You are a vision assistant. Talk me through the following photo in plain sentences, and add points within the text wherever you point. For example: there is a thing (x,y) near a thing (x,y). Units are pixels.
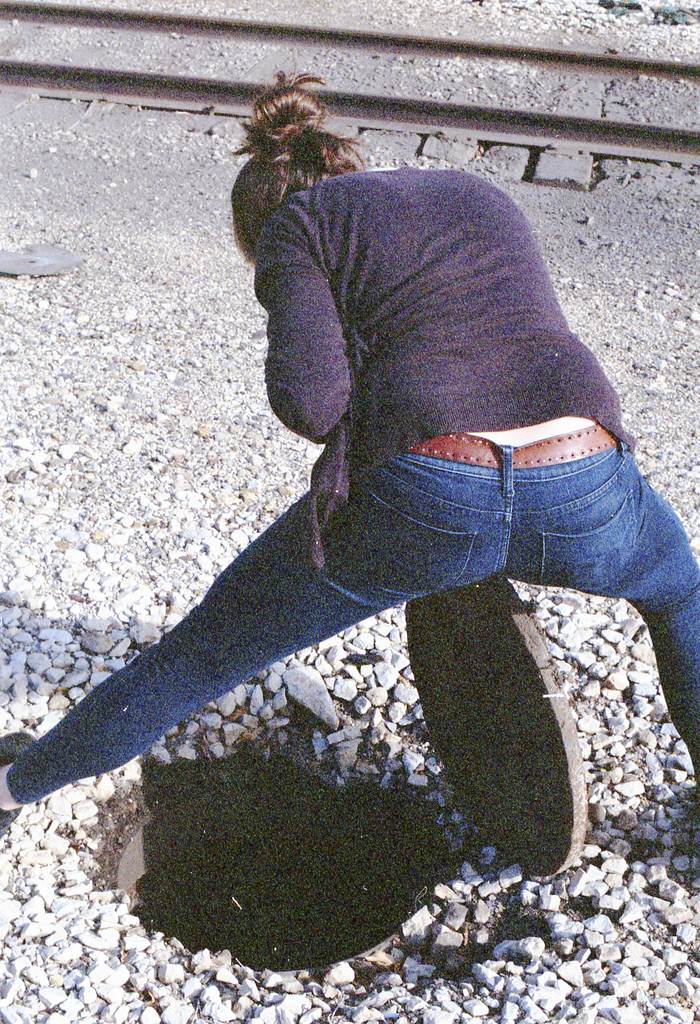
The woman (488,378) in the middle of the picture (389,403) wearing purple sweater (457,427) and blue jeans (656,568) is holding the lid (562,735) of the manhole (267,891). At the bottom of the picture (410,829), we see manhole (291,899) and stones (550,989). At the top of the picture (446,91), we see a railway track (474,97). It is a sunny day.
